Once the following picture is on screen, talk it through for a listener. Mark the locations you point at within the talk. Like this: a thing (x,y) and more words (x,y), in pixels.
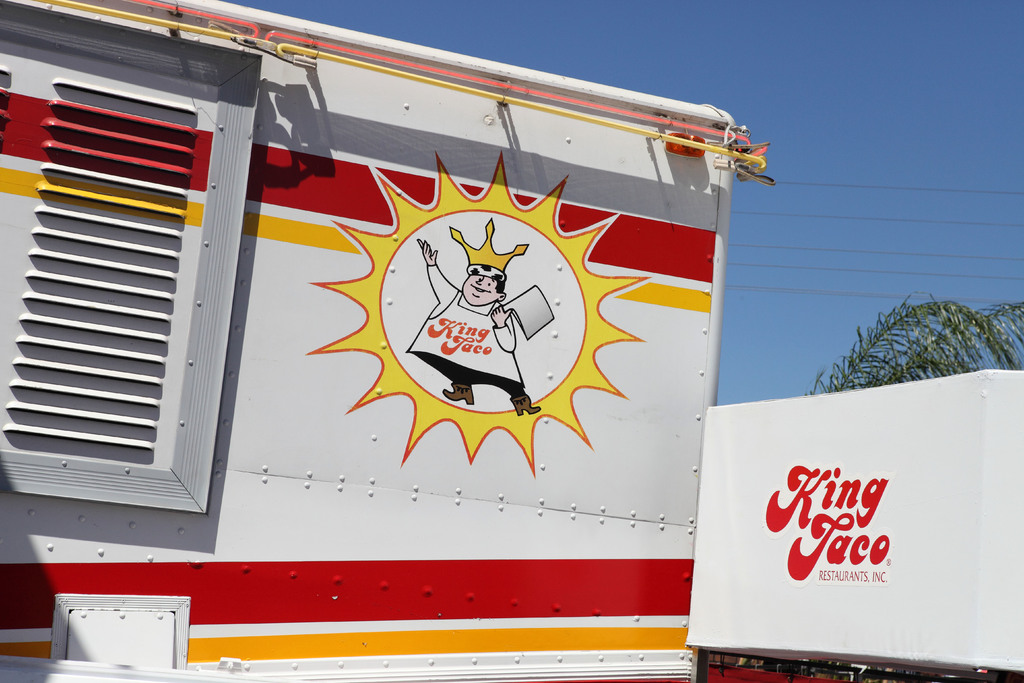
In this image I can see a vehicle (270,370) in multi color and I can see white color board (933,457). Background (615,35) I can see a plant (950,335) in green color and sky (783,74) is in blue color.
